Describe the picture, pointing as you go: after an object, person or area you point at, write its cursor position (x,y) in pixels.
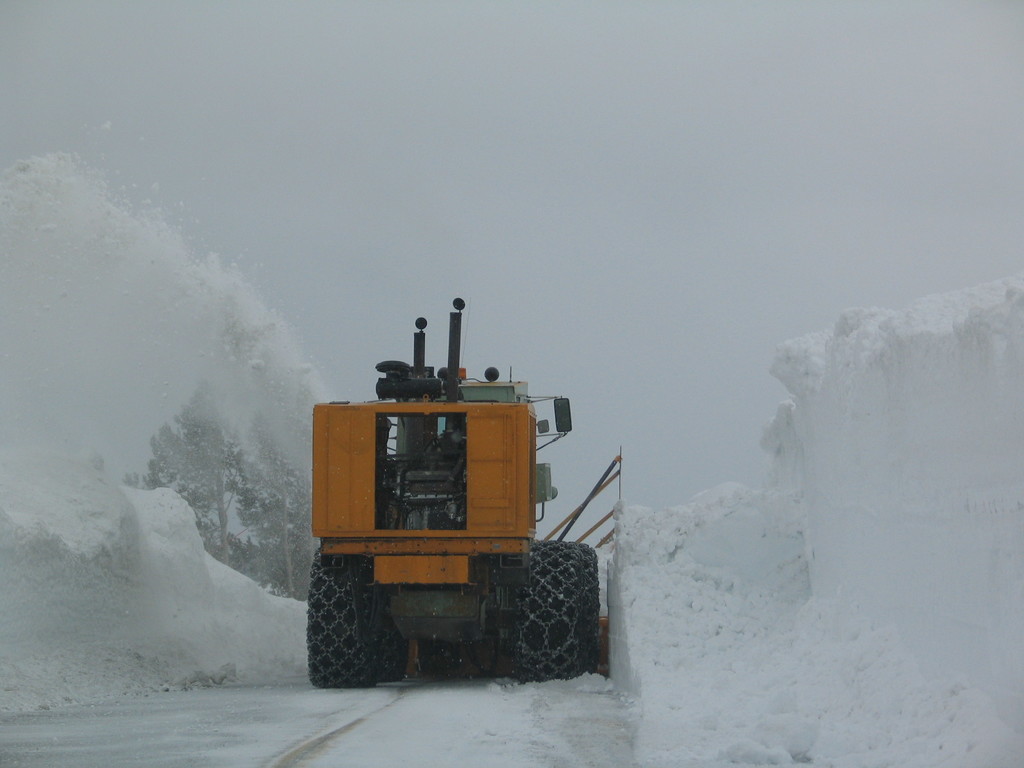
In the image there is a machine (392,514) in the middle of the snow (305,716). And also there are trees (162,485) covered with snow (940,430). And there is a white background (846,221).
